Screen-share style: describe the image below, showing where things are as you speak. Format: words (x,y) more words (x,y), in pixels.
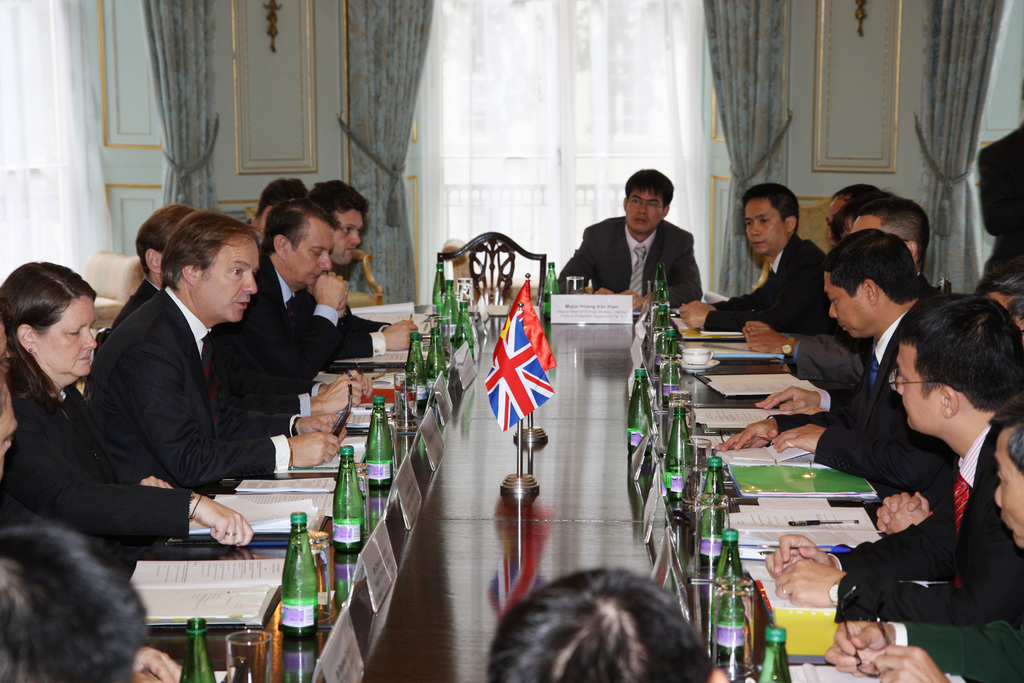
This picture shows a conference hall (230,417) around which some of the people (197,414) were sitting in the chairs (516,247) around the table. There are some water bottles (307,574), books (252,581), papers (275,481) and two countries flags (526,389) on the table (545,550). In the background (401,92) there is a curtain (408,114) and a door (555,108) here.
